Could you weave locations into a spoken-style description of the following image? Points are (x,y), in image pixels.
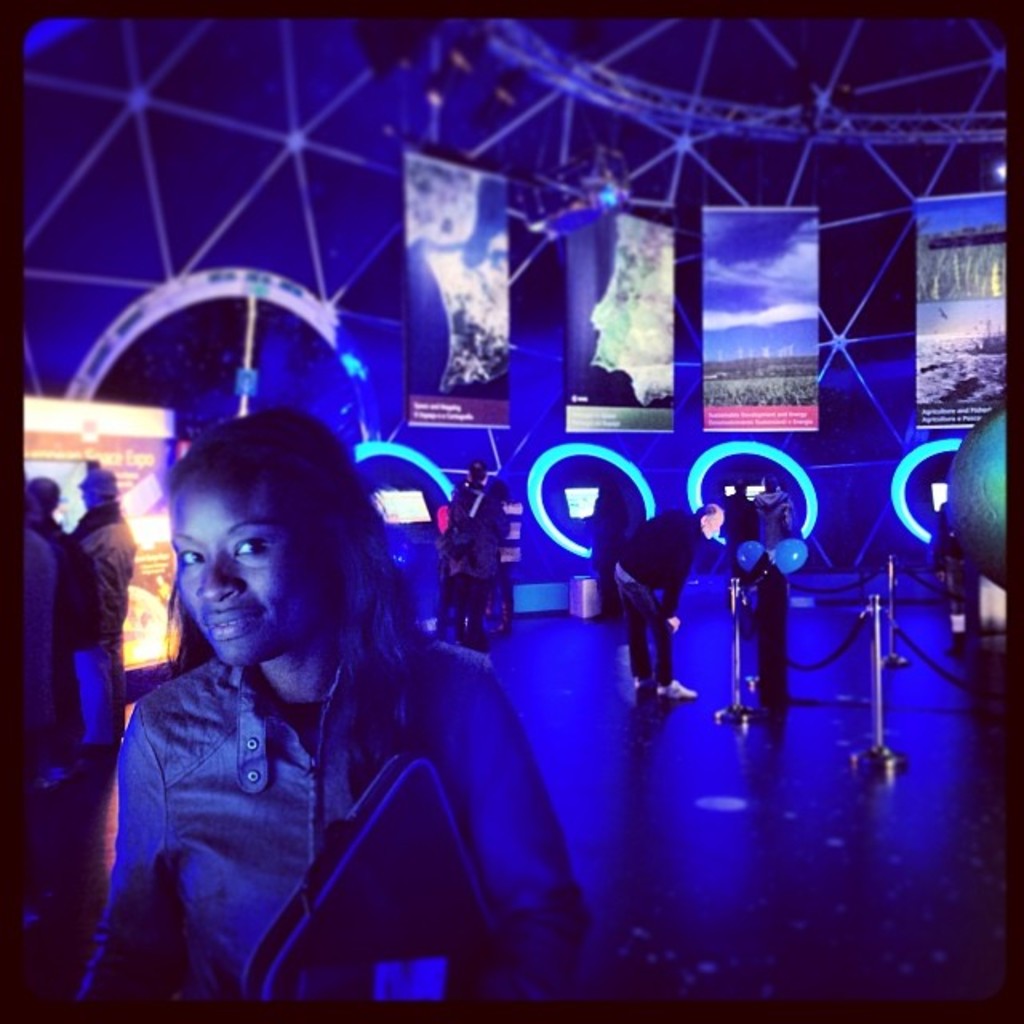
In this picture we can see group of people (474,629), in the foreground (361,694) we can see a woman (239,790), she is holding a file (397,870), in the background (532,514) we can see few hoardings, metal rods (734,600), lights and balloons (744,561).
